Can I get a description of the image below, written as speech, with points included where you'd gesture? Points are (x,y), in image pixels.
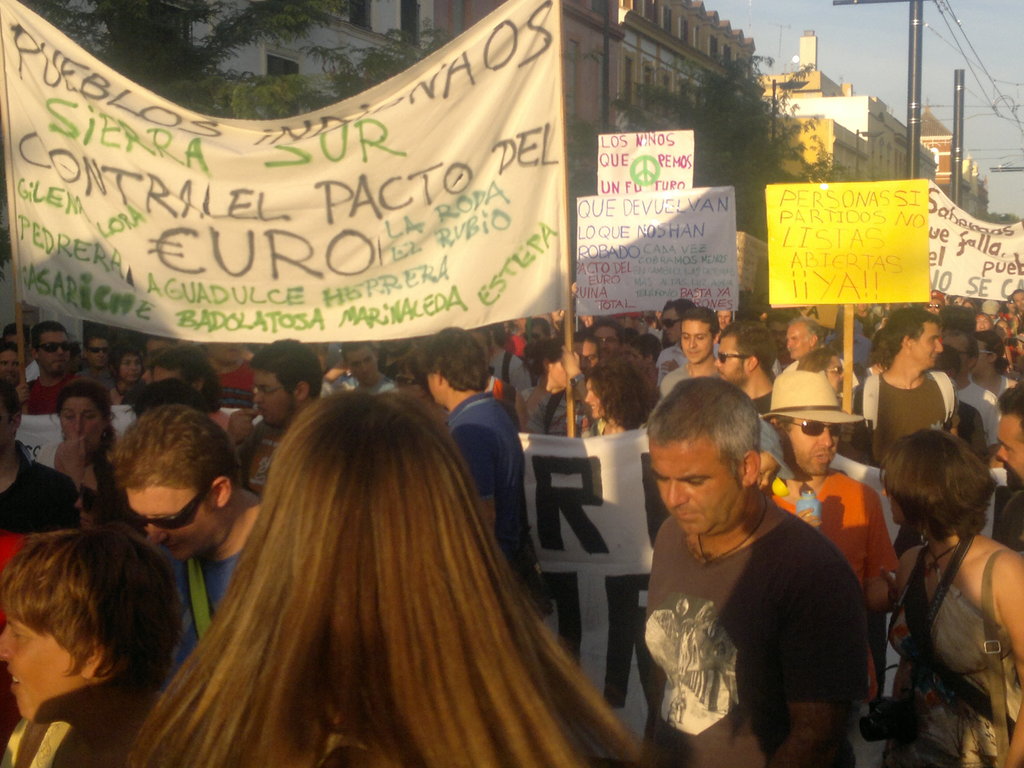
In this image there are people (109,504) holding the placards (520,289). In the background of the image (707,135) there are trees (676,103), buildings (875,123), poles (913,40) and sky (876,31).
